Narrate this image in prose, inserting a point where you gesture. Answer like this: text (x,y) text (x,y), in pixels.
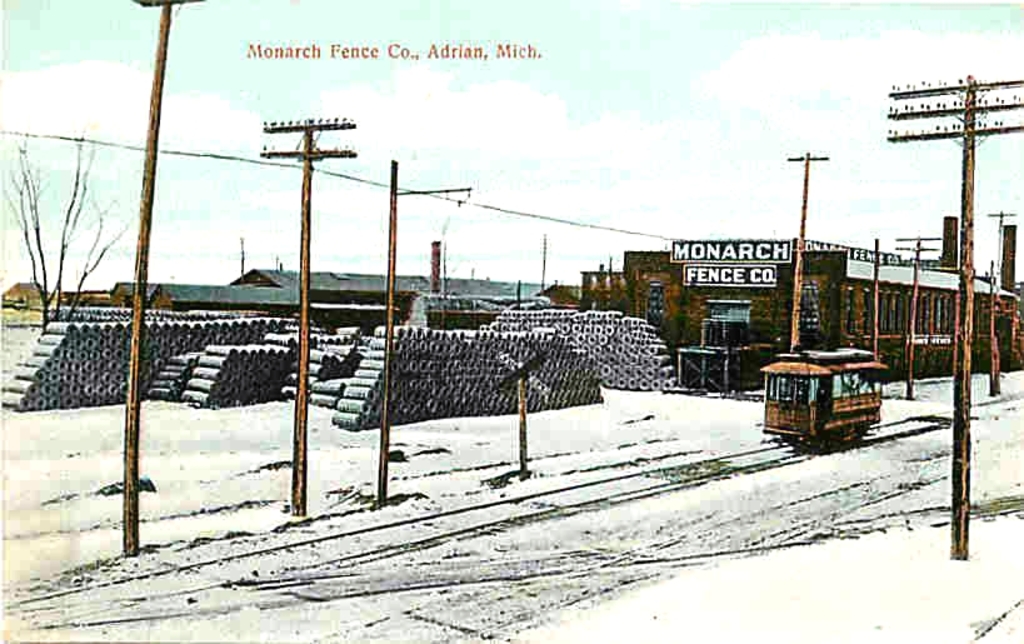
In the image the land (634,409) is covered with a lot of snow (749,492) and there is a track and a vehicle (808,433) is moving on the track (204,567), around the vehicle (822,421) there are few poles (995,274) and behind the poles (304,376), a collection of some objects (167,346) are kept on the snow (55,457). Behind those objects (638,361) there is a factory building (645,310).
